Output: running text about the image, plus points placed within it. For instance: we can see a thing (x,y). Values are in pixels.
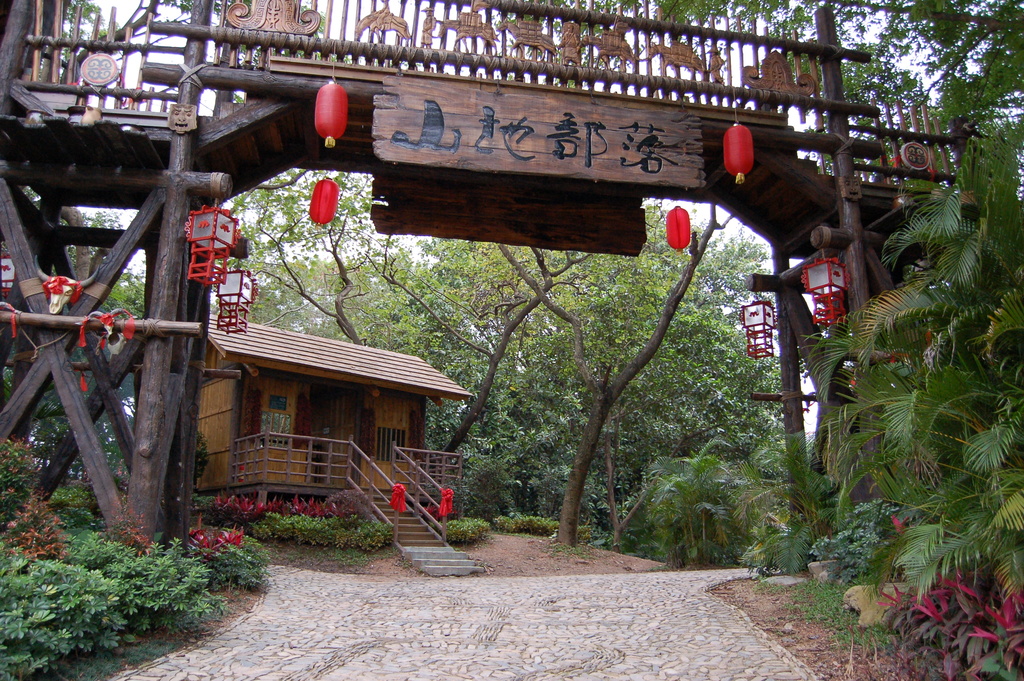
In the image there is a wooden house (277,347) and around the house (275,364) there is a lot of greenery (654,329). In front of the house (389,455) there is an entrance (822,210) and it is decorated with red lights (340,118).
